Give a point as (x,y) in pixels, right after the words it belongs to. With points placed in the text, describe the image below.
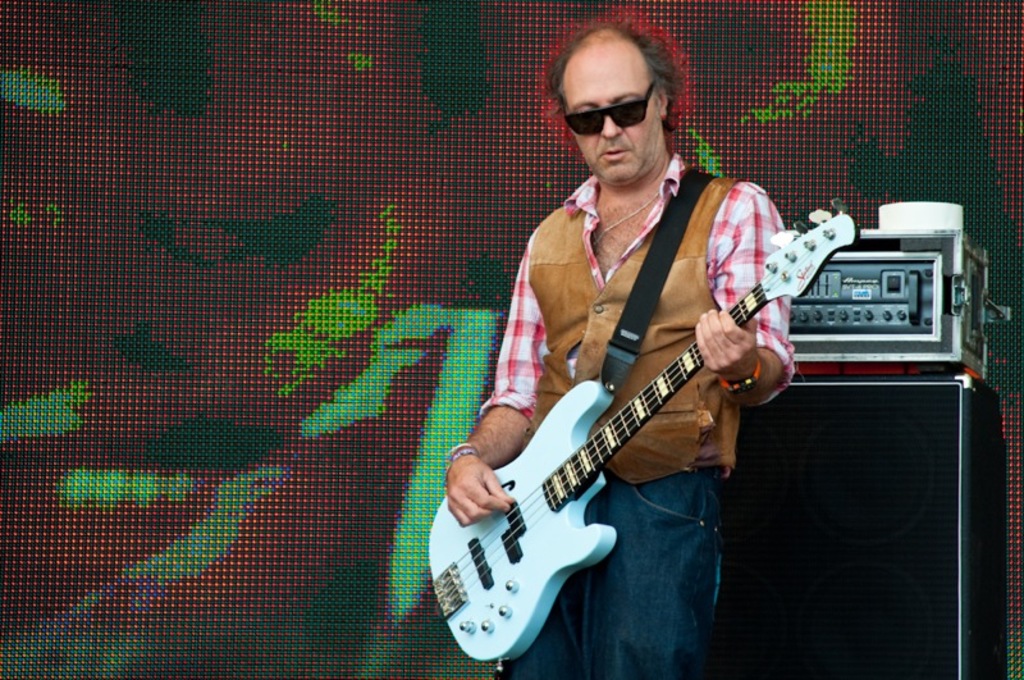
On the background (955,535) we can see a device (944,280) on a black box (877,506). We can see one man (750,200), wearing goggles (627,120), standing and playing guitar (546,492).
